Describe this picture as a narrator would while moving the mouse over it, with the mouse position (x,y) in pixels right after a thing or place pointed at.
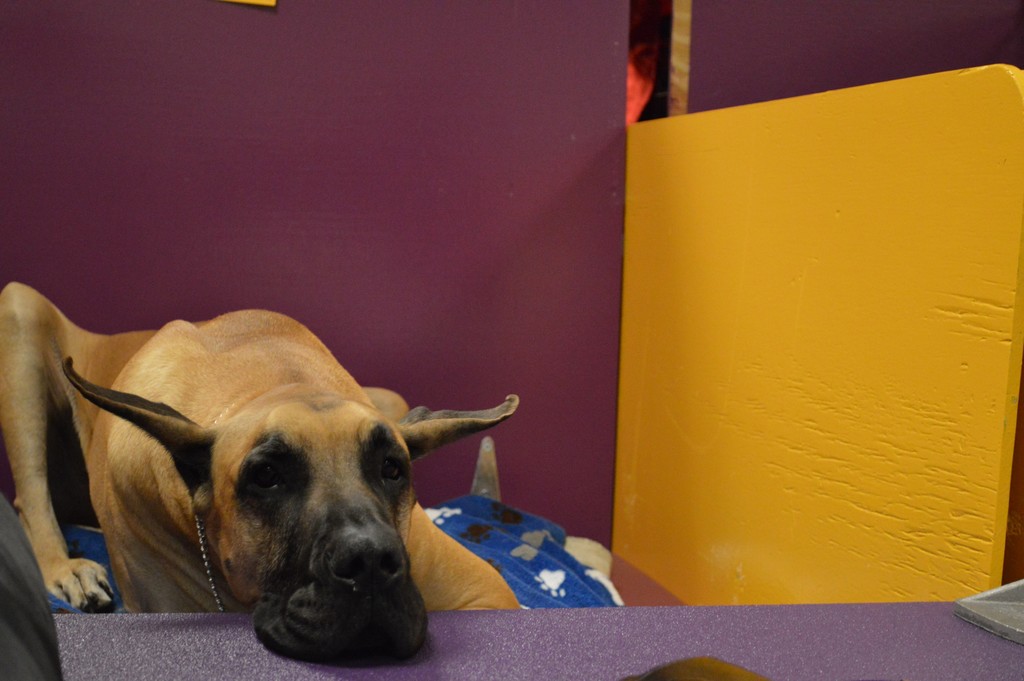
This picture is clicked inside. In the foreground (780,641) we can see an object (678,653) seems to be a table (808,643). On the right corner (808,218) there is a yellow color object (826,327). On the left (267,339) we can see a dog (153,507) seems to be lying. In the background (434,107) there is a wall (559,67).
